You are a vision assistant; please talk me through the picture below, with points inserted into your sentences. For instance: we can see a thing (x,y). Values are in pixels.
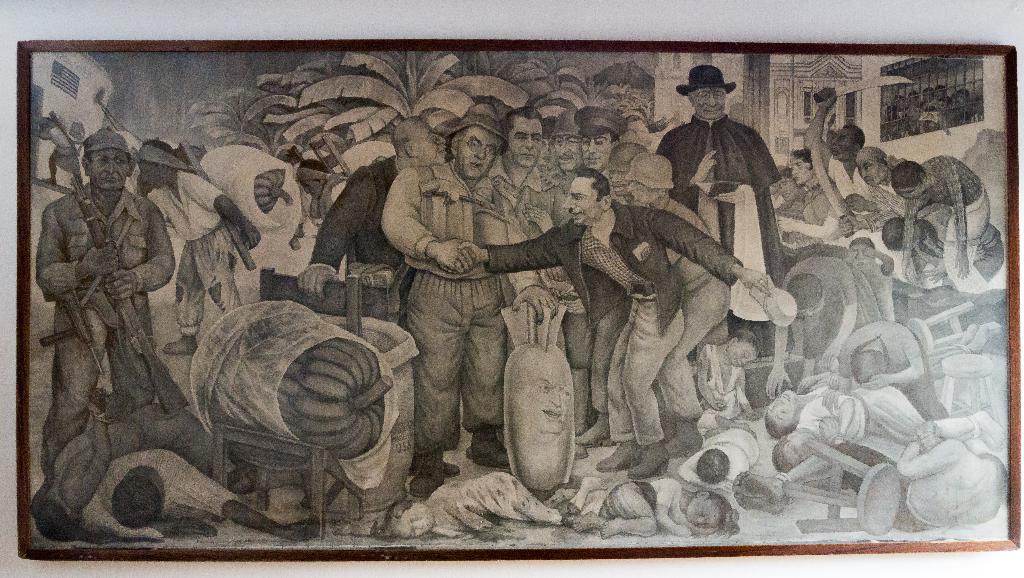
There is a poster (896,198) in which, there are persons (572,119) in different color dresses (803,413), there are children (648,484), there are trees (490,73) and there are buildings (743,102). This poster (419,119) is having a frame (20,521). And the background (967,9) is white in color.
